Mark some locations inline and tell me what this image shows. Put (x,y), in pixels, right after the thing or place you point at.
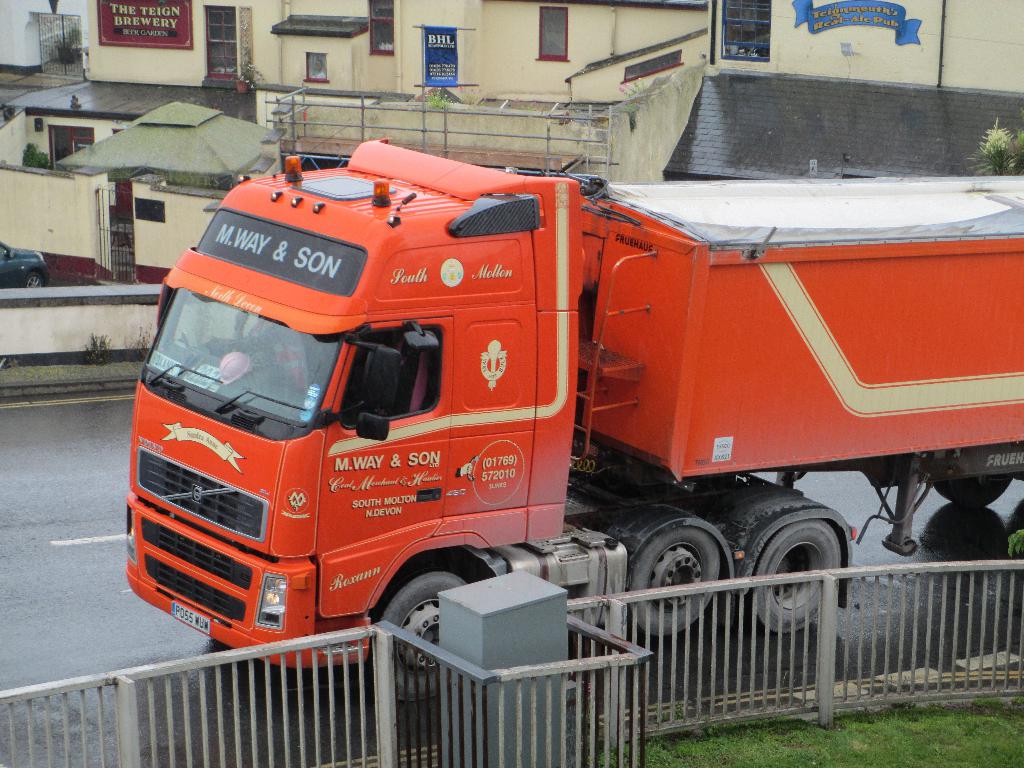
In the picture we can see a truck (919,279) on the road (38,472) and beside it we can see the railing (984,614) and a grass surface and on the other side of the road (213,758) we can see some buildings (51,258) with windows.
